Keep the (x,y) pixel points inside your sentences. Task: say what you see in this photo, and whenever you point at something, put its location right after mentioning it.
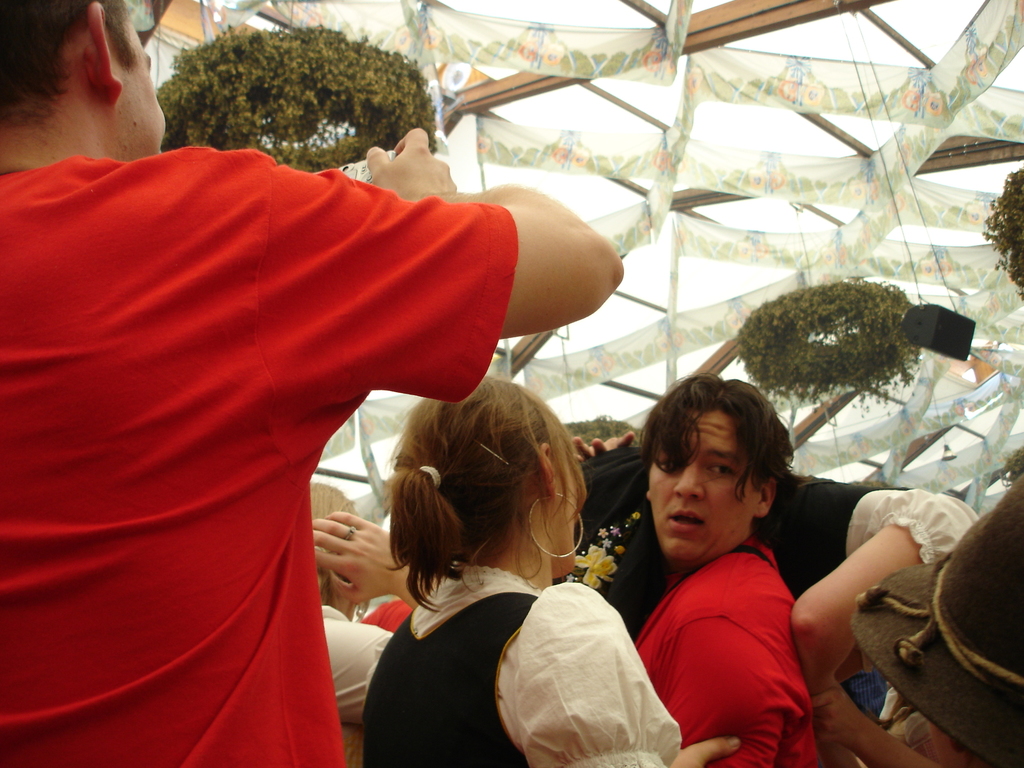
To the left side of the image (262,410) there is a man (266,401) with red t-shirt (123,234) is standing. And in the middle of the image (505,486) there is a lady (505,598) with white and black dress (535,656). Beside her there is a man (706,604) with red t-shirt (755,630) is standing and lifting a lady (844,505). And to the right bottom corner (965,620) there is a hat (948,601). And to the top of the image (671,92) there is a roof (595,89) with cloth decoration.
